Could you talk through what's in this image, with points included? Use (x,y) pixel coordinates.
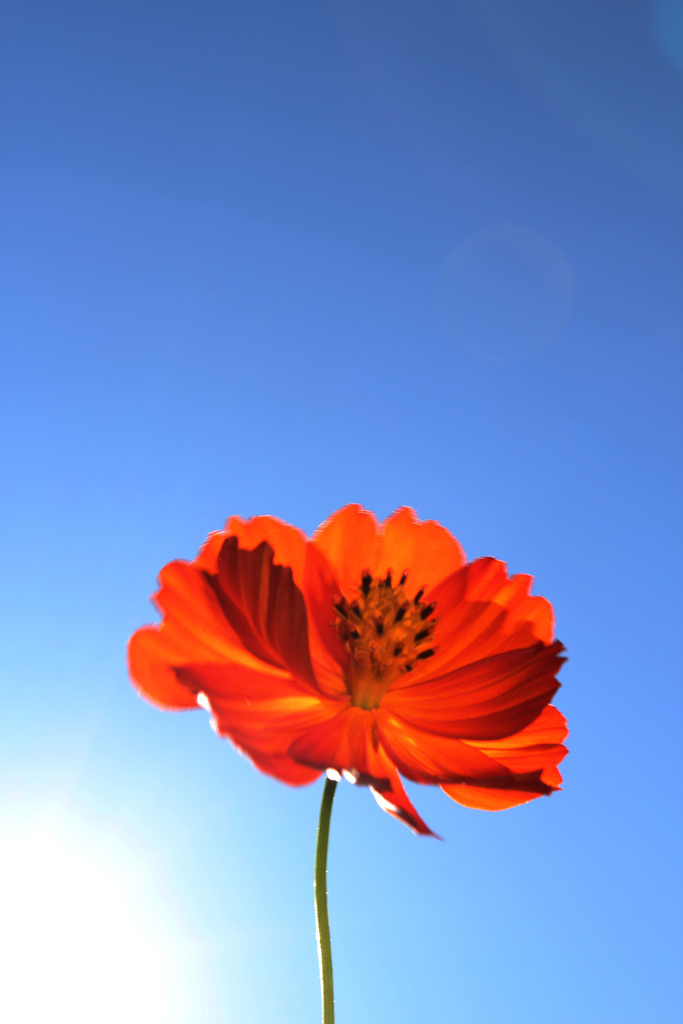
In this image there is a flower (348,771) in the center (420,677).
